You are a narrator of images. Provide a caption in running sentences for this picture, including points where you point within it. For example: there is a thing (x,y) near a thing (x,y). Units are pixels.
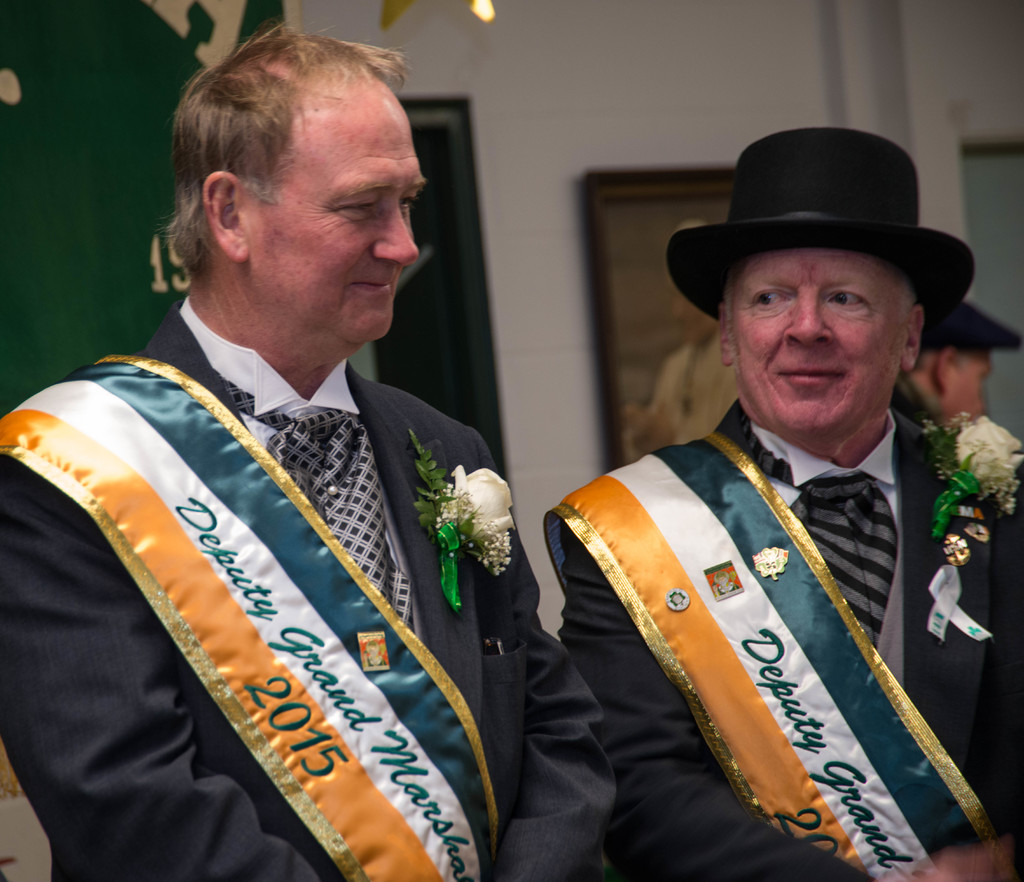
In this image there are two persons (724,328) standing and smiling, and in the background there is another person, frames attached to the wall (604,90).
